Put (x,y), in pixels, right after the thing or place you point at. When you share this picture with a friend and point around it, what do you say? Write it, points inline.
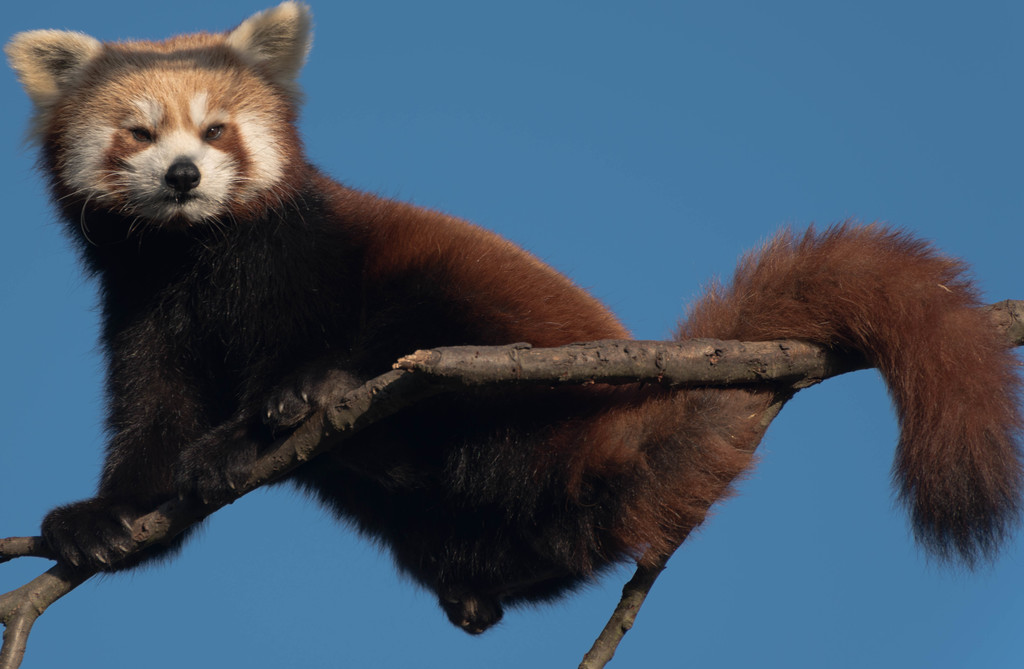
On the left side (177,233), there is an animal (358,233) on a branch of a tree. And the background (872,112) is blue in color.
